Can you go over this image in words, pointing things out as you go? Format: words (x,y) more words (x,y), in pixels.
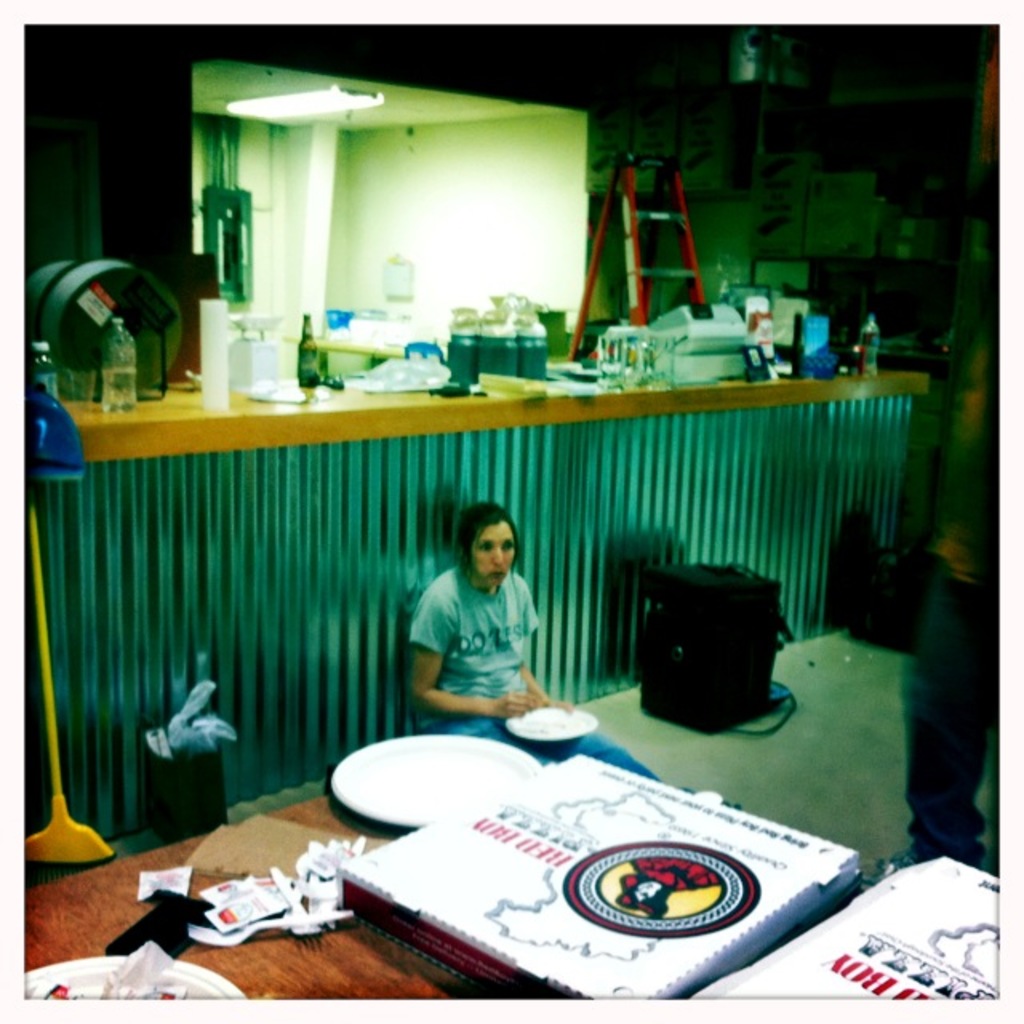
In this picture we can see two persons (496,514) and a woman (480,664) is sitting on the floor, she is holding a plate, in front of her we can see boxes (657,943), plate (432,754) and other things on the table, beside her we can see a dustbin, in the background (468,368) we can see few bottles (301,386), machine (737,325) and other things (763,370) on the countertop (583,411), also we can find a light (332,102) and a ladder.
